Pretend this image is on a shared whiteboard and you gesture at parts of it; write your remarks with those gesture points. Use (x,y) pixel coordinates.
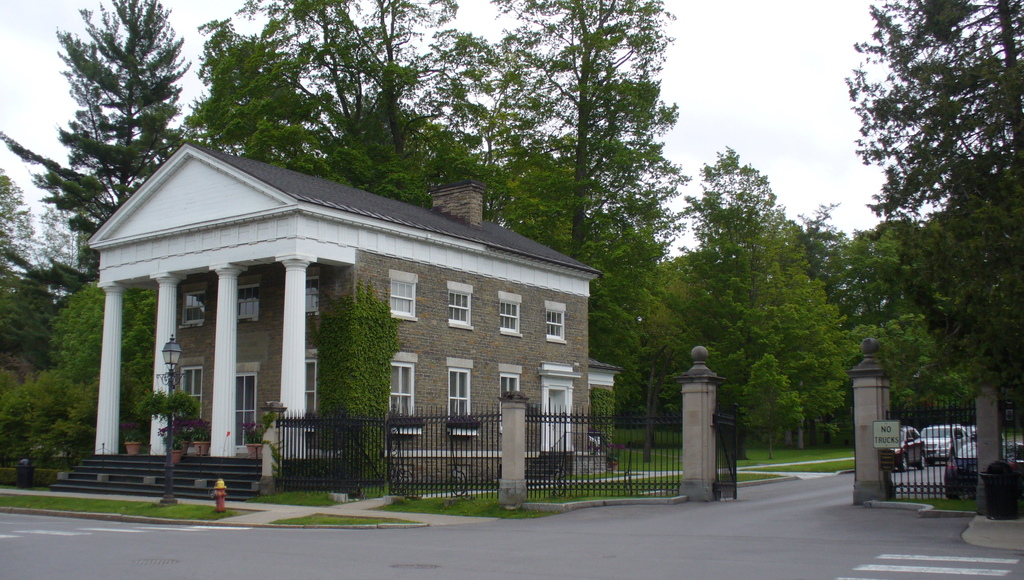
In this picture we can see some vehicles (897,461) are on the road (783,561), side we can see building (269,325), around we can see some trees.
